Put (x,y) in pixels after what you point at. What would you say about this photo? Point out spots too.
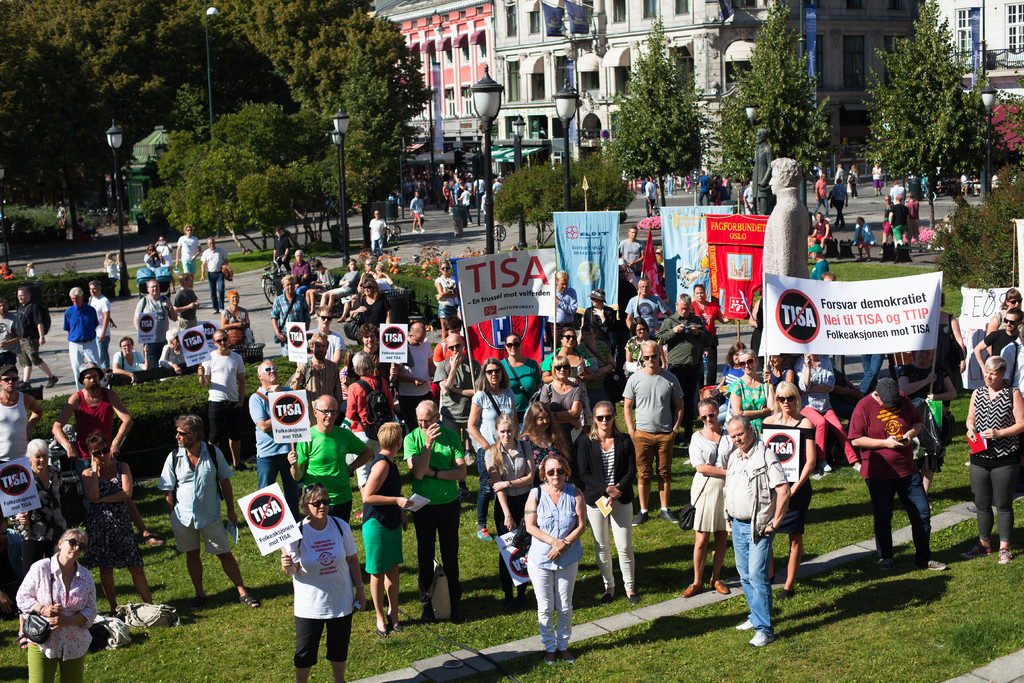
In this image we can see a few people (475,375), some of them are holding placards (305,426), banners (566,216), there are some text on them, there are some light poles (519,152), buildings (605,119), windows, statues (793,189), there are some trees (766,117), plants (553,169), some bags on the grass (483,572).
